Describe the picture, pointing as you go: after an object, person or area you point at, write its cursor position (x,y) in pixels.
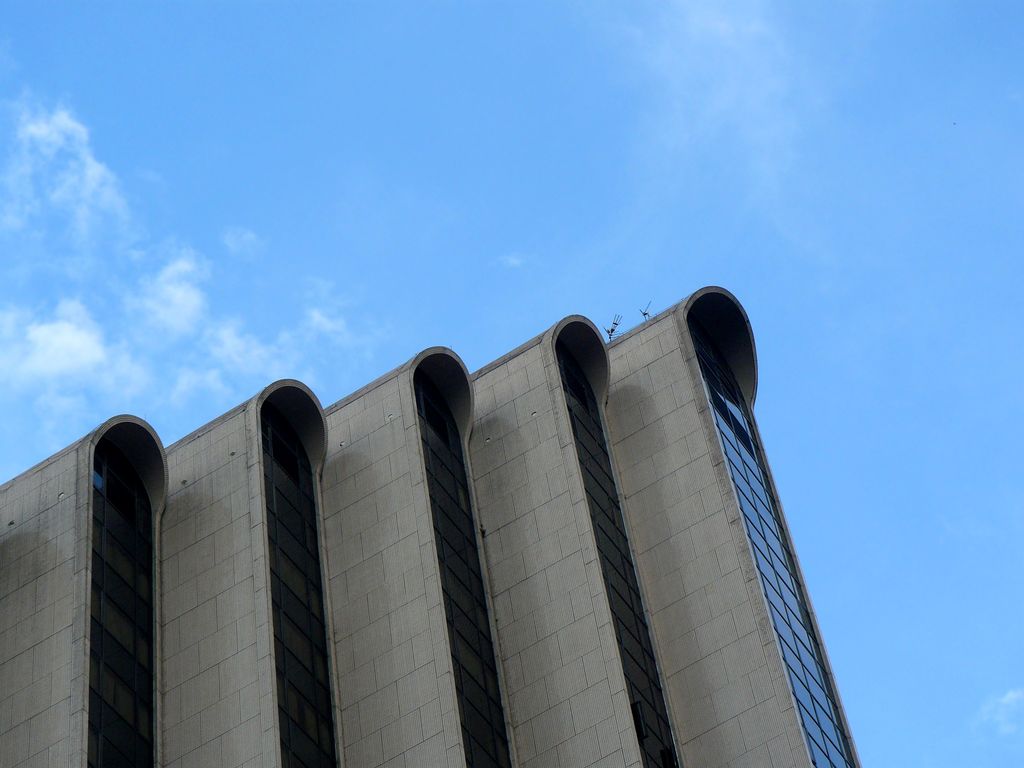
At the bottom of this image (416,617) there is a building (201,673) and I can see the glass windows (305,556). At the top of the image (439,166) I can see the sky (425,214) and clouds (81,320).
